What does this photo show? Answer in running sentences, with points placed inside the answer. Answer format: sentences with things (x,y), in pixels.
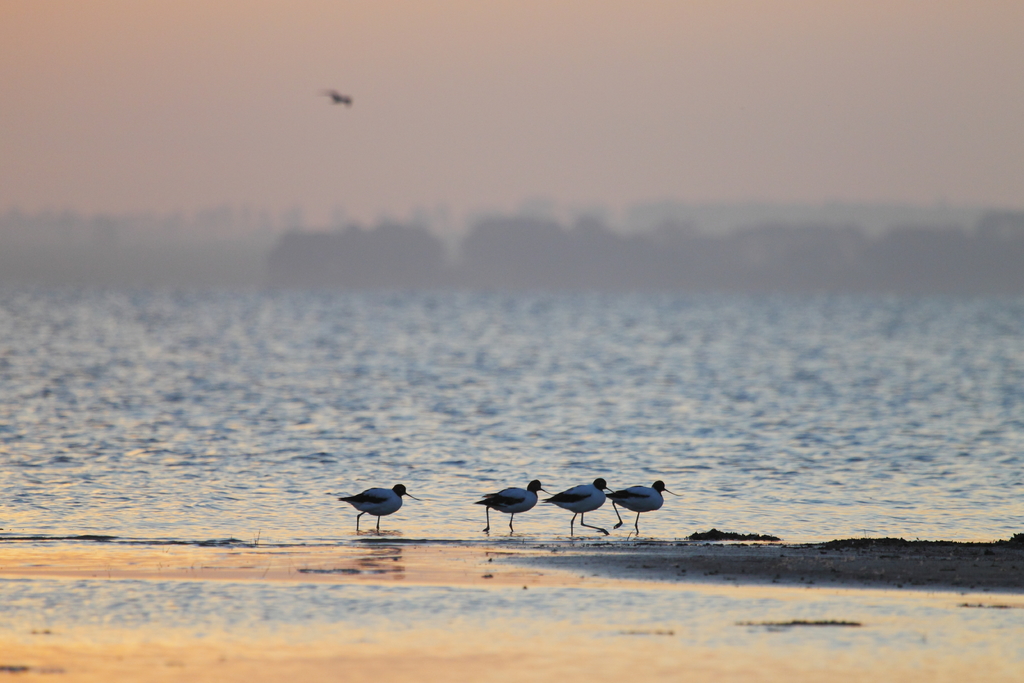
In the image we can see birds (499,498), water (565,423), sky (628,103) and the background (577,116) is blurred.
